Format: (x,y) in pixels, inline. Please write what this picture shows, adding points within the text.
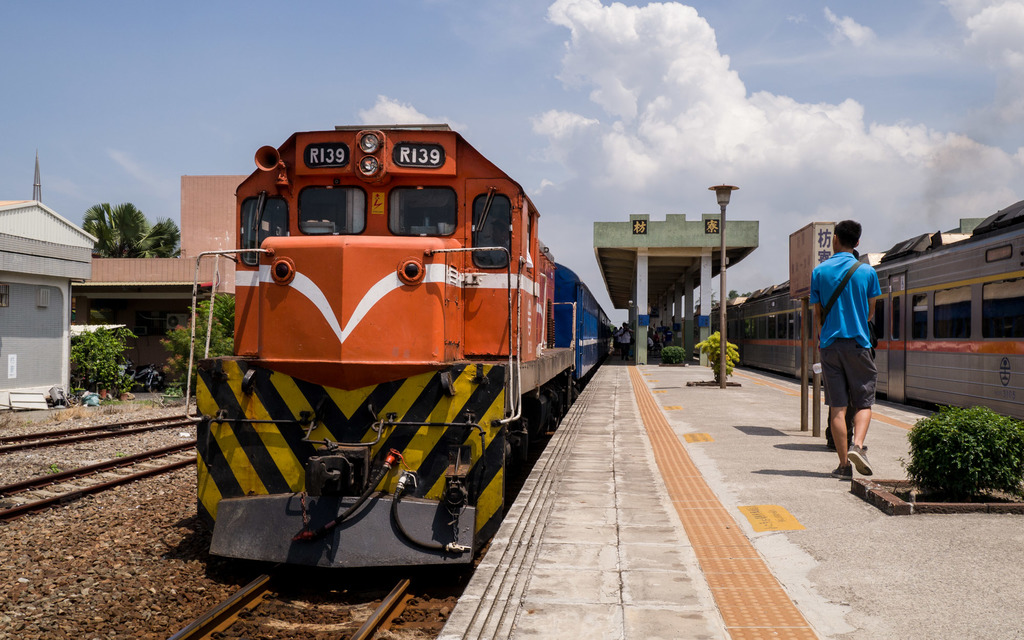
In this image I can see the platform (656,494), few persons (868,392) standing on the platform (870,438), few poles (807,397), few plants (1022,475) and I can see two trains (946,360) on the tracks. To the left side of the image (129,428) I can see few other tracks (78,477) on the ground (109,448), few trees (109,237), few buildings (68,285) and in the background (94,197) I can see the sky (398,61).
